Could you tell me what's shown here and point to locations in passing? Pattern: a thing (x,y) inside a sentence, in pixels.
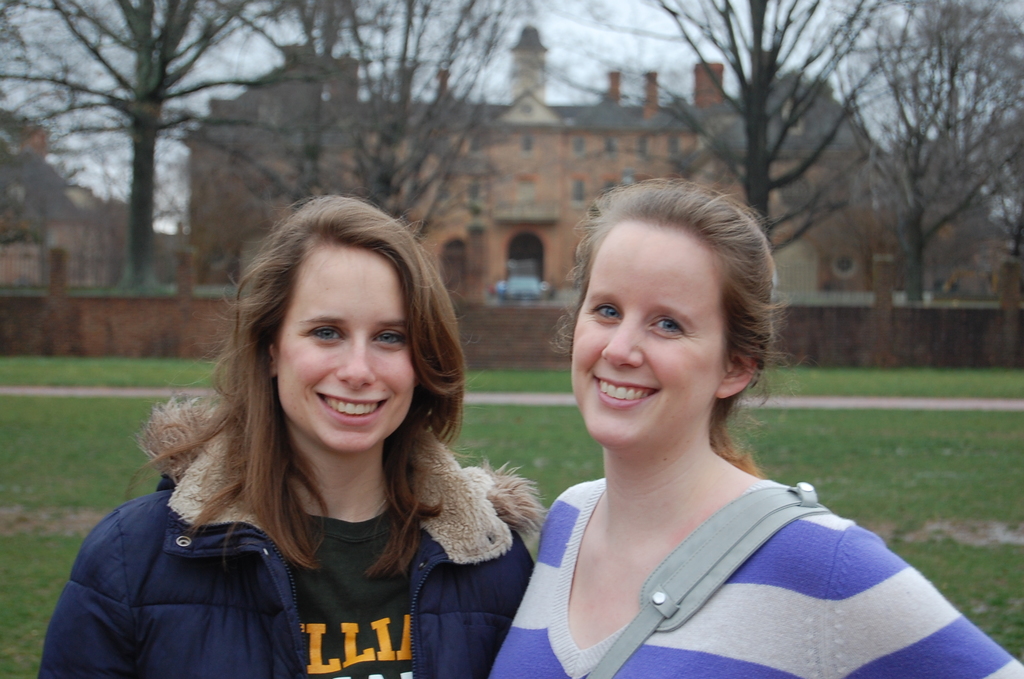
In this picture there are two women (506,678) standing in the front (566,502), smiling and giving a pose. Behind there is a green lawn (92,432) and brown color castle house (471,137) with some dry trees (309,144).
